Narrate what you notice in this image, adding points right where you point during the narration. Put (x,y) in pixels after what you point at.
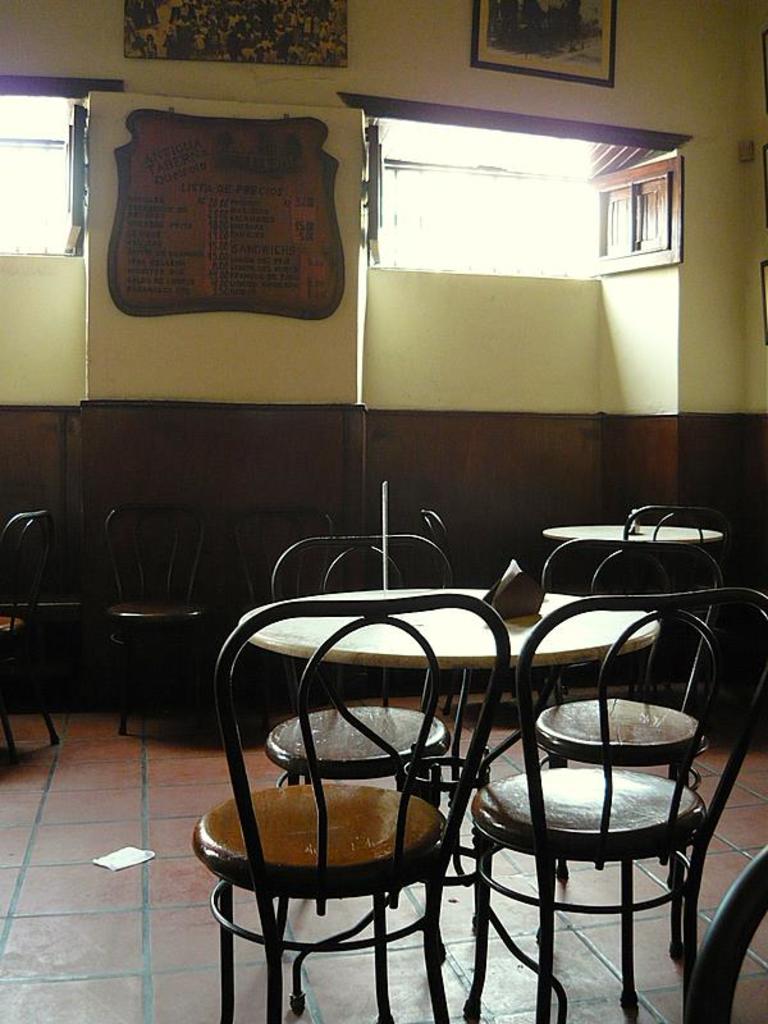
In this image I can see few chairs (475,612), tissue holders (502,604) on the tables (456,615). Back I can see few windows (455,189), few frames (259,24), board (253,207) attached to the wall (716,327).
